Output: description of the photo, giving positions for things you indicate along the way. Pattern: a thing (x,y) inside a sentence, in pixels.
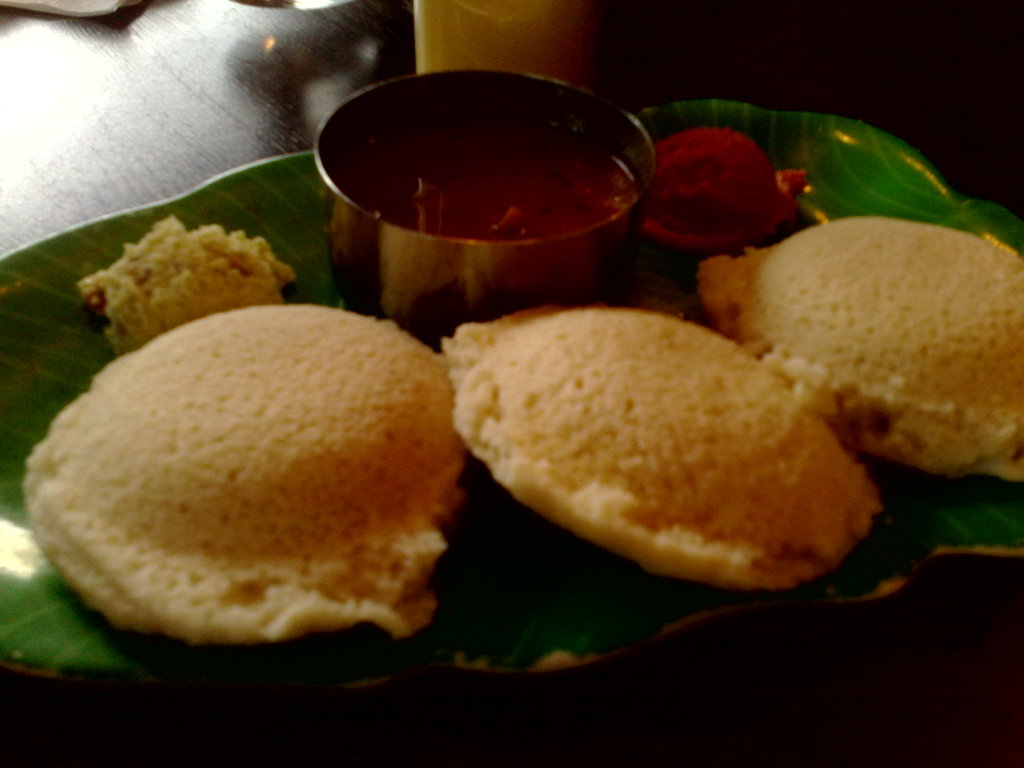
In the middle (424,437) there are 3 Idlis (561,496) and a chutney bowl (566,253) in a green color plate (312,299).
